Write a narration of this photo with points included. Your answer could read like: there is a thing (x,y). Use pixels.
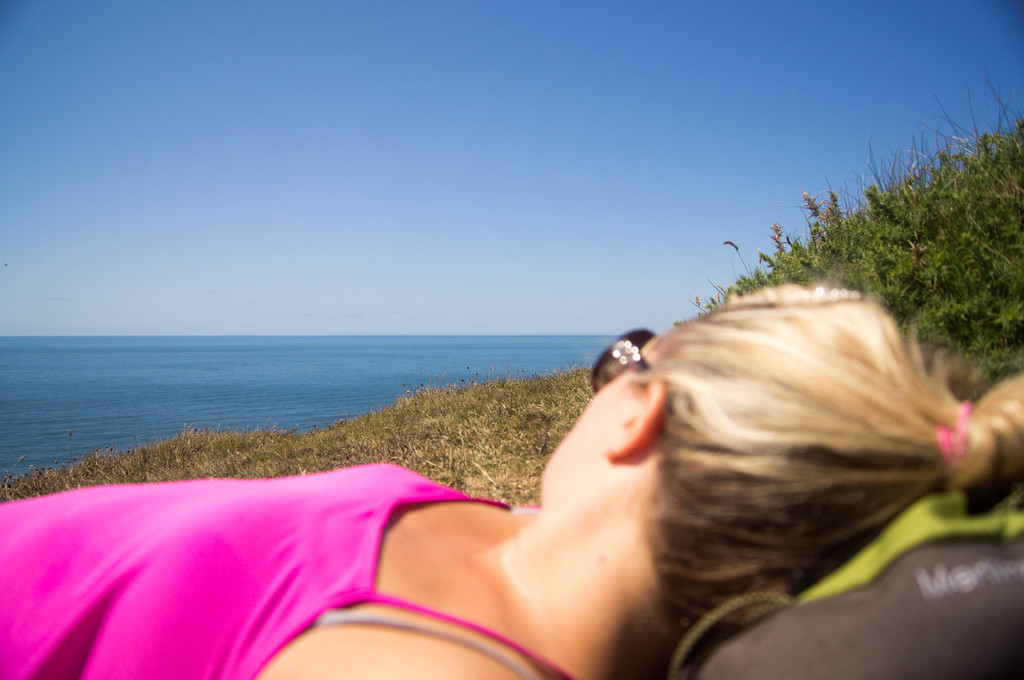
In this image there is a lady (274,505) lying on a grassland (460,446), in the background (100,444) there is the sea (281,376) and the sky (322,302).
